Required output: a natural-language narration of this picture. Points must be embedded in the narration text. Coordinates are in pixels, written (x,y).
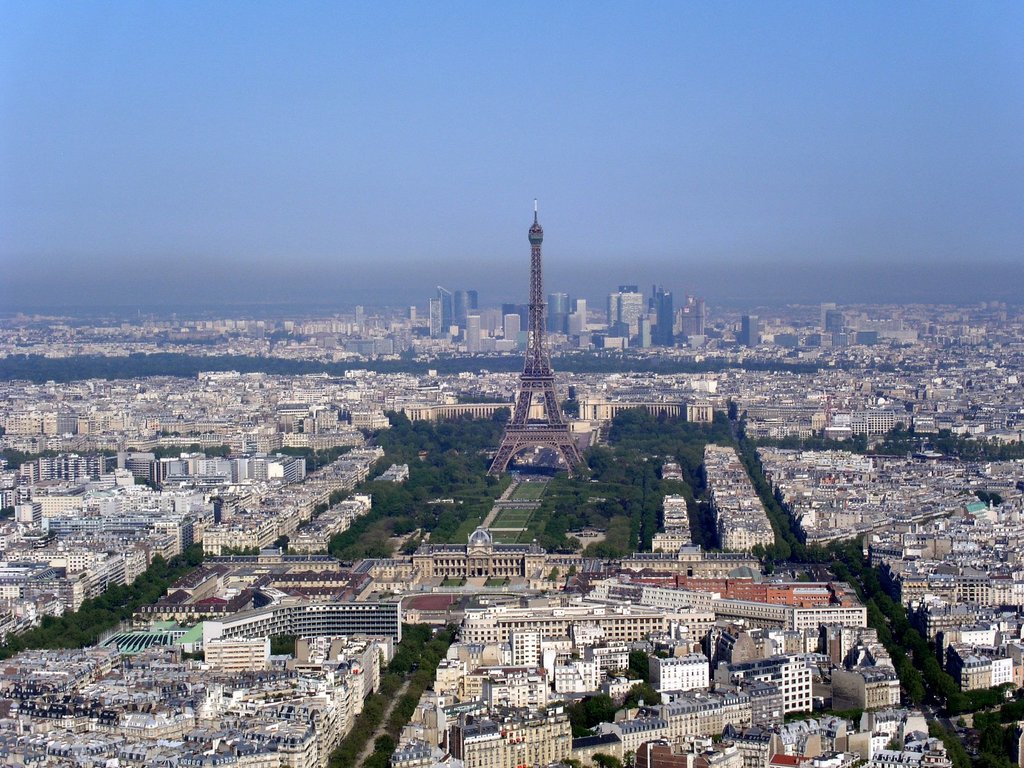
In this image I can see few buildings (398,620), trees (658,424) and a tower (534,233). The sky (519,233) is in blue and white color.
